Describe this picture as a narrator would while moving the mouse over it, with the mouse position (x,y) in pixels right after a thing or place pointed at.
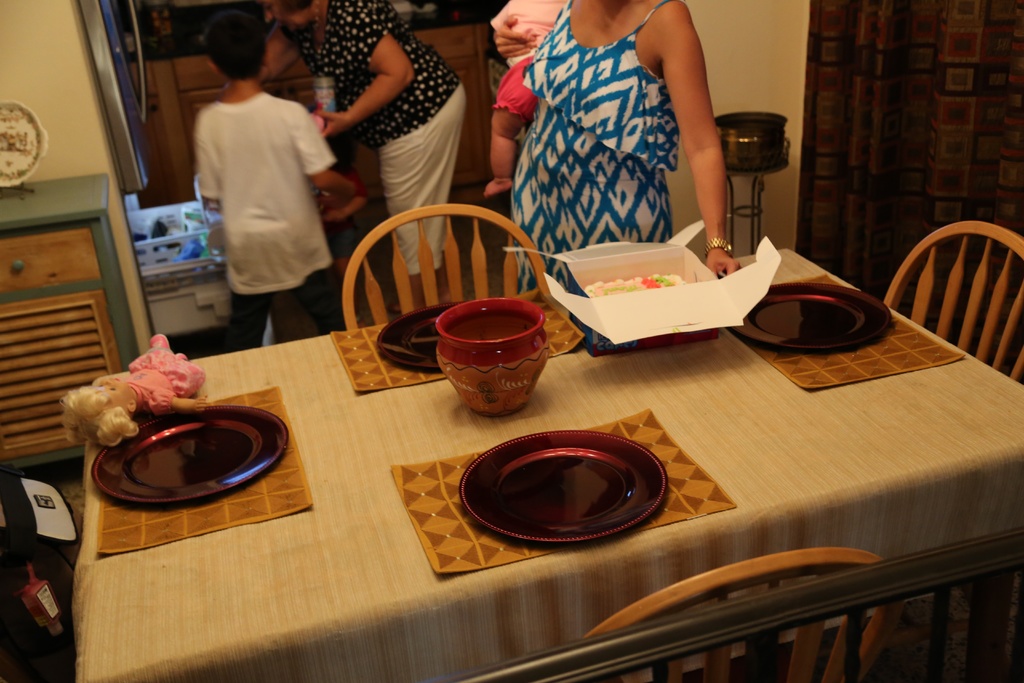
In this image I see a woman (723,259) who is holding a baby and I see 2 persons (393,25) standing over here and I can also see there is a table (918,537) in front (981,486) and there are 4 plates (833,314) on it and 3 chairs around the table (335,381) and I can also see that there is a cupboard (46,187) over here.
